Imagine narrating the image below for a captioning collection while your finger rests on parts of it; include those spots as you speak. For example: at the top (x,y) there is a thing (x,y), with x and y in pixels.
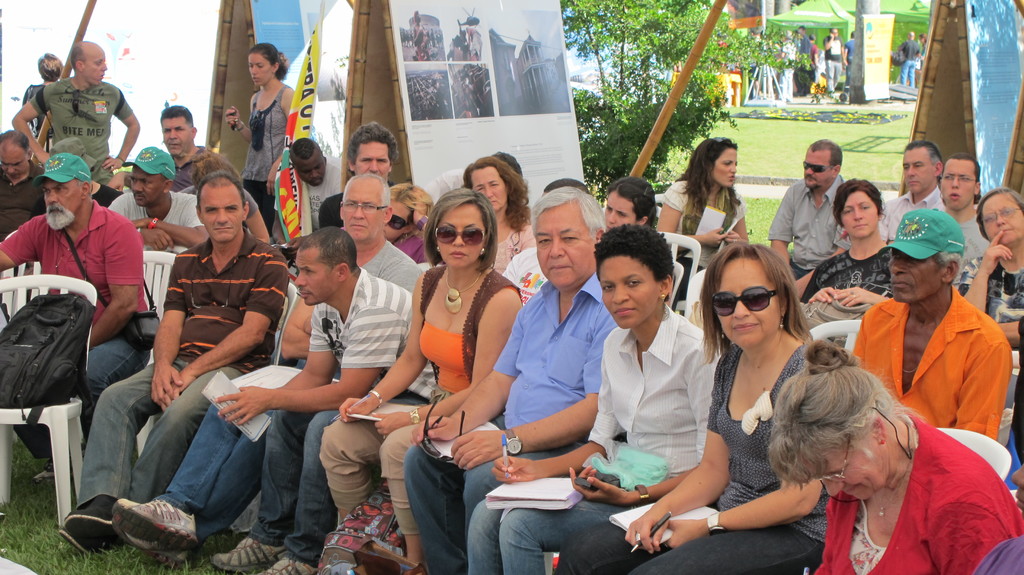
There are group of people (596,221) sitting in the chairs (58,409) and few people (252,119) standing. These are the boards (257,24) with the posters (296,24) attached to it. On the left side of the image (47,331), I can see a bag (25,370), which is kept in a chair (55,424). This is the grass (774,140). In the background (844,17), I can see a canopy tent (800,10) and few people (850,50) standing. I can see a tree (713,98). This looks like a board (888,38), which is attached to a pole (860,43).
